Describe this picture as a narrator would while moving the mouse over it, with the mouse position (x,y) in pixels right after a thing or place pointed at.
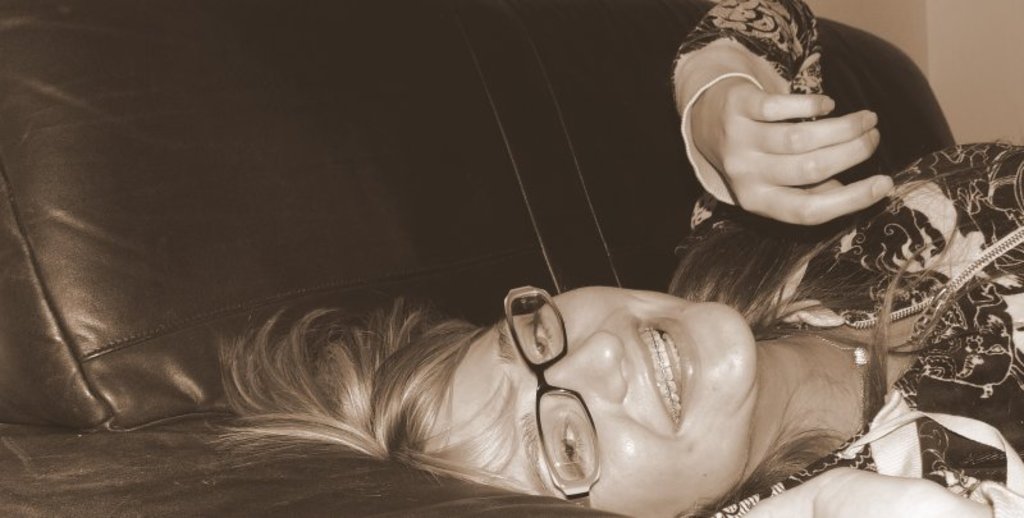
This is a black and white picture, in this image we can see a person (573,307) wearing spectacles (535,290) and lying on the sofa (570,271), also we can see the wall (944,34).
